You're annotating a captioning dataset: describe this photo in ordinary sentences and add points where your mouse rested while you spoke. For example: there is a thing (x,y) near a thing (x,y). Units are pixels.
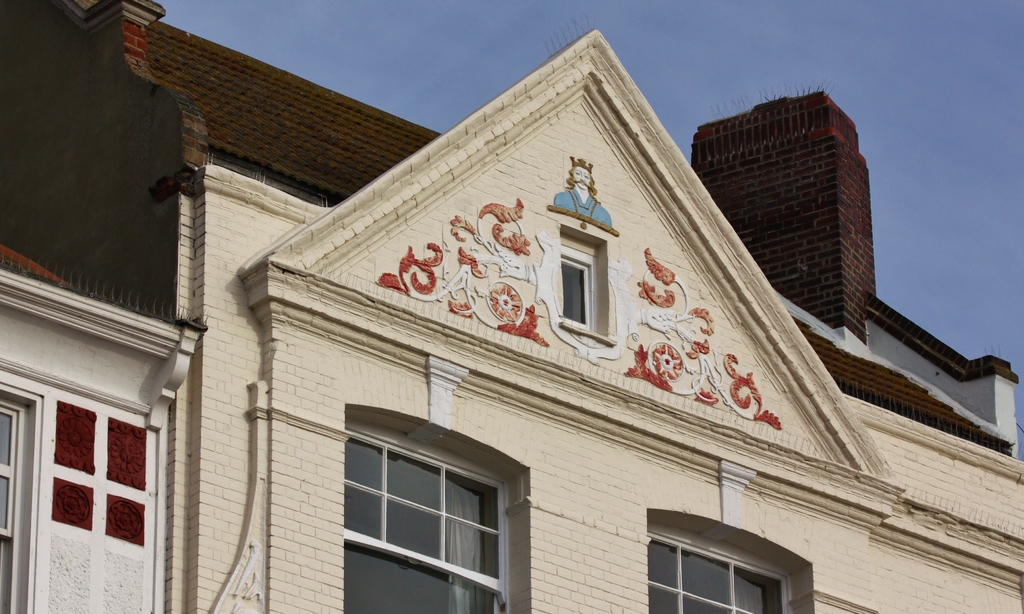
In this image we can see a building (646,374) with some windows (445,537) and the sky (398,85).
